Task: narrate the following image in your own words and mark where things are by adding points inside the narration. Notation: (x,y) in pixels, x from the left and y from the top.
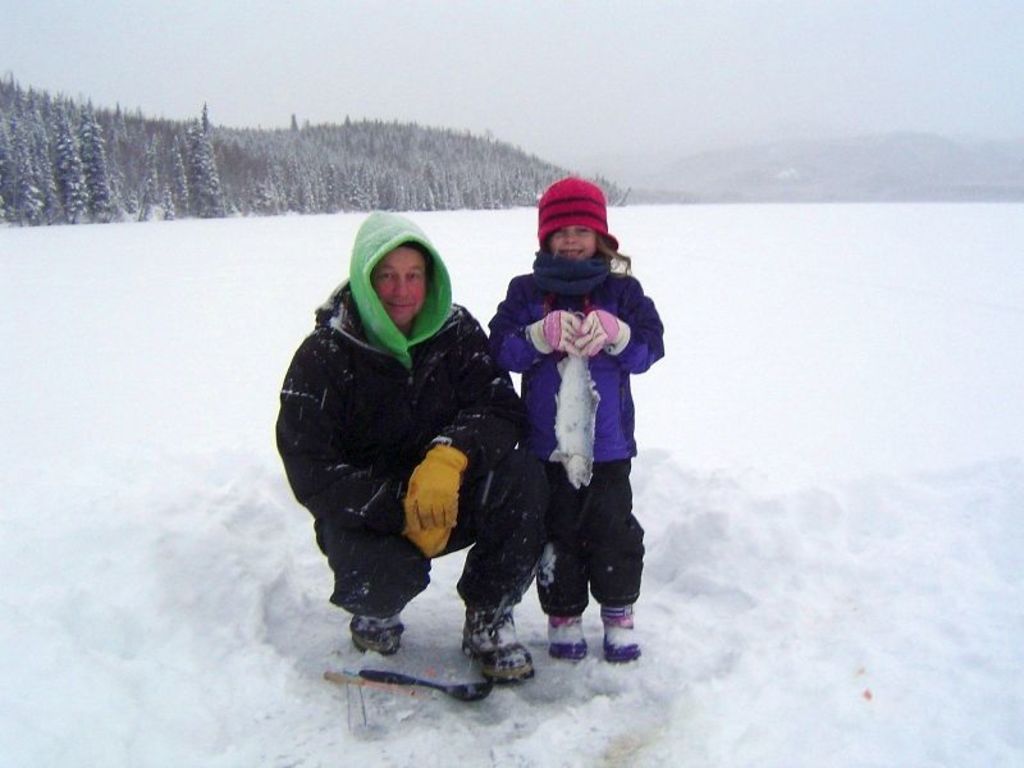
In this image we can see two people (508,468) and there is snow (733,368). In the background (444,168) there are trees (481,144), hills (894,170) and sky (561,42).
